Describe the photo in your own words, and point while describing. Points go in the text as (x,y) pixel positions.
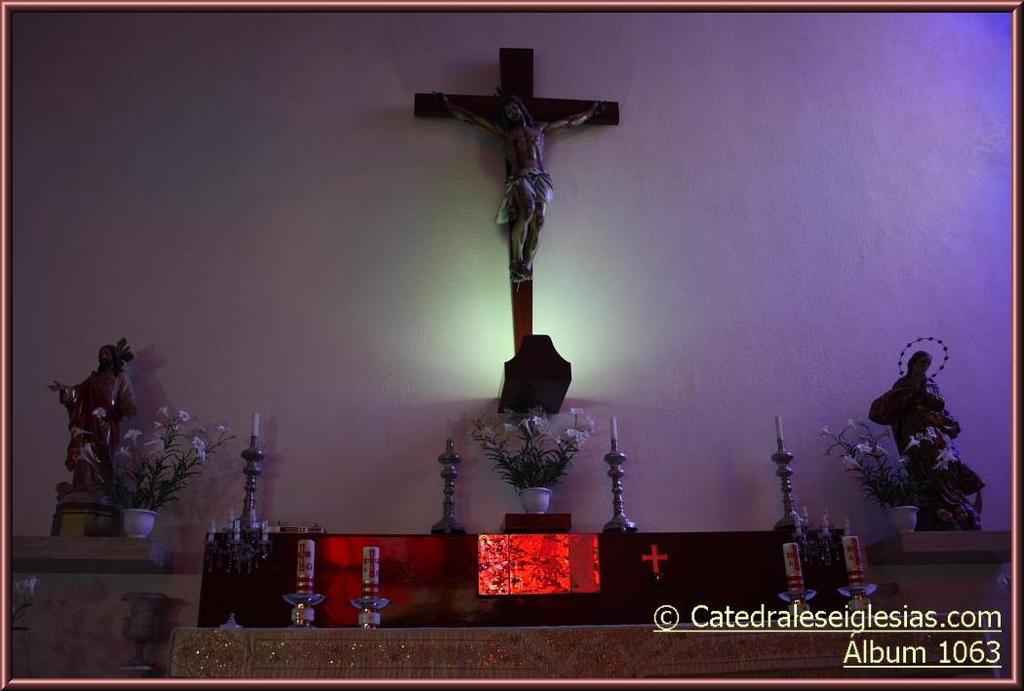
In this image there is a table (500,613). On the table (385,584) there are candles (791,577) on the candle holders (301,613) and a flower vase (540,501). On either sides of the image there are shelves (934,551). On the shelves (87,539) there are sculptures (929,416) and flower vases (190,471). In the background (743,292) there is a wall (329,286). There is a cross (497,103) on the wall (541,269). There is a sculpture (522,163) on the cross (516,293). In the bottom right (901,622) there is text (888,619) on the image.
